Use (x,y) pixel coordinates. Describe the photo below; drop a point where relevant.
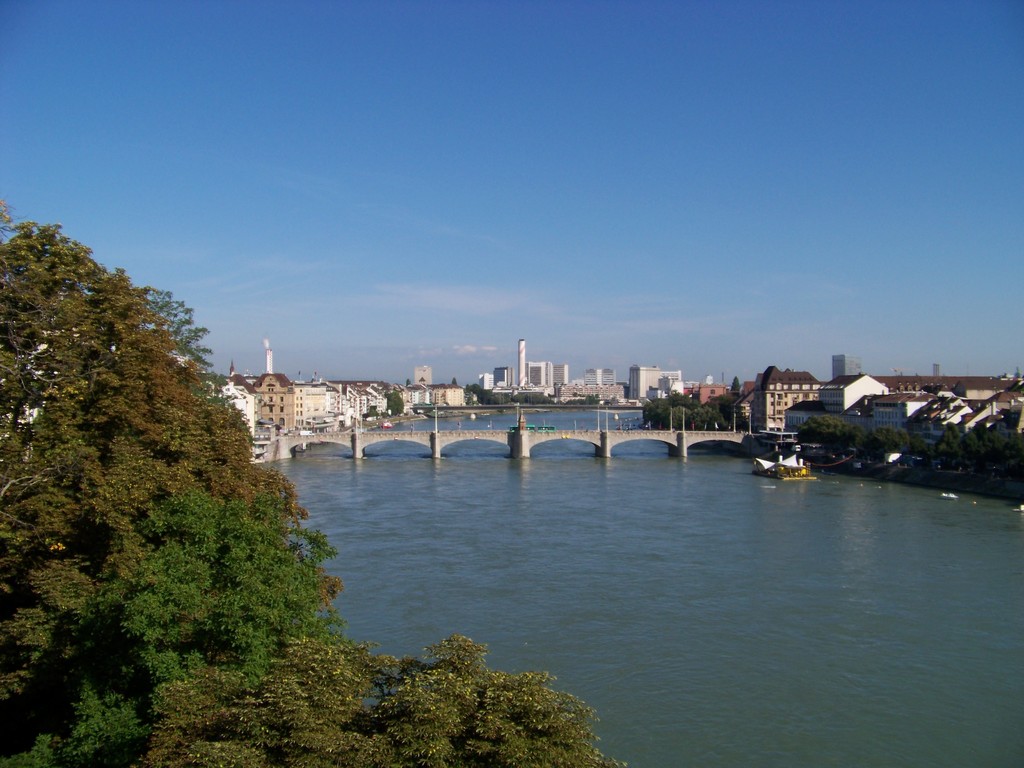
On the left (209,461) there are trees (458,734). In the center (544,441) there is a water body (600,458) and bridge (701,443). On the right (922,397) there are buildings (920,423). In the center of the background (444,403) we can see buildings (344,381). At the top (296,148) it is sky (522,115).
